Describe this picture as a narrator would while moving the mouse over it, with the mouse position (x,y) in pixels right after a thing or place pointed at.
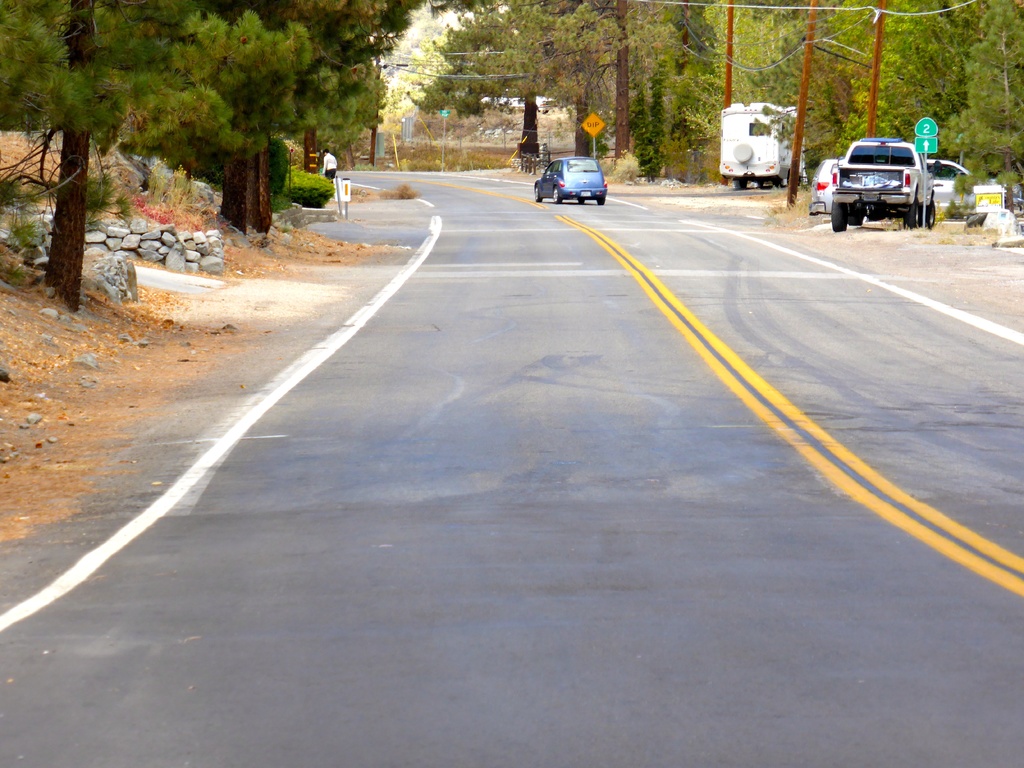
In this image I can see roads (927,313). There are vehicles (905,148), trees (843,66), rocks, poles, cables (767,5) and sign boards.
